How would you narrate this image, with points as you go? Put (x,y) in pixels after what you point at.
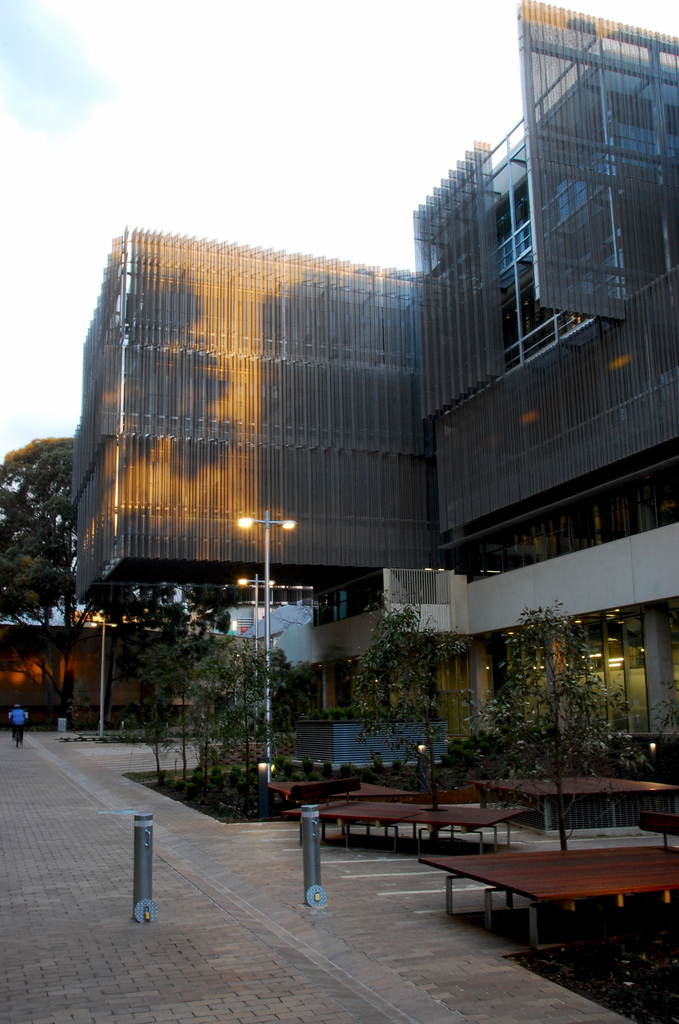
In this image there are tables (317,789), trees (559,766), lights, poles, buildings (265,428), a person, and in the background (243,38) there is sky (231,63).
